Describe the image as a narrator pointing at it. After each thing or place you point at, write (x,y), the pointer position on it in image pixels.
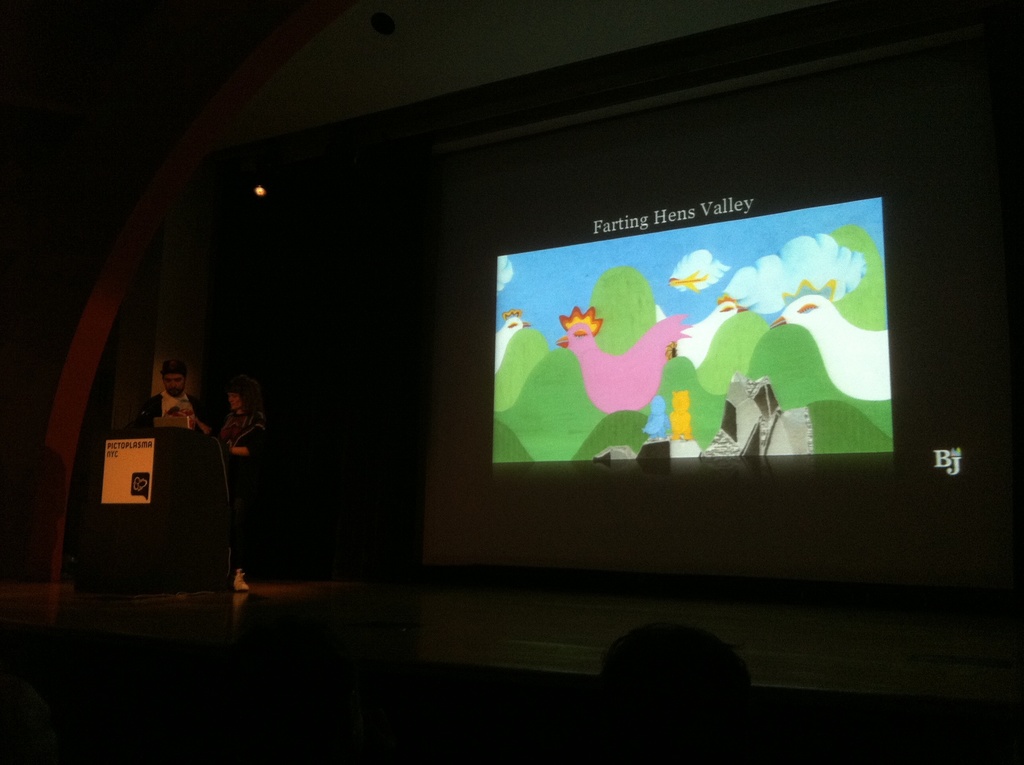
At the bottom of the image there are heads (635,764) of people (747,739). In front of them there is a stage (858,659). On the left side of the image (185,440) on the stage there is a podium (214,484). Behind the podium (127,551) there are two persons (161,408) standing. In the background (696,394) there is a screen (623,257) with images (653,410).
